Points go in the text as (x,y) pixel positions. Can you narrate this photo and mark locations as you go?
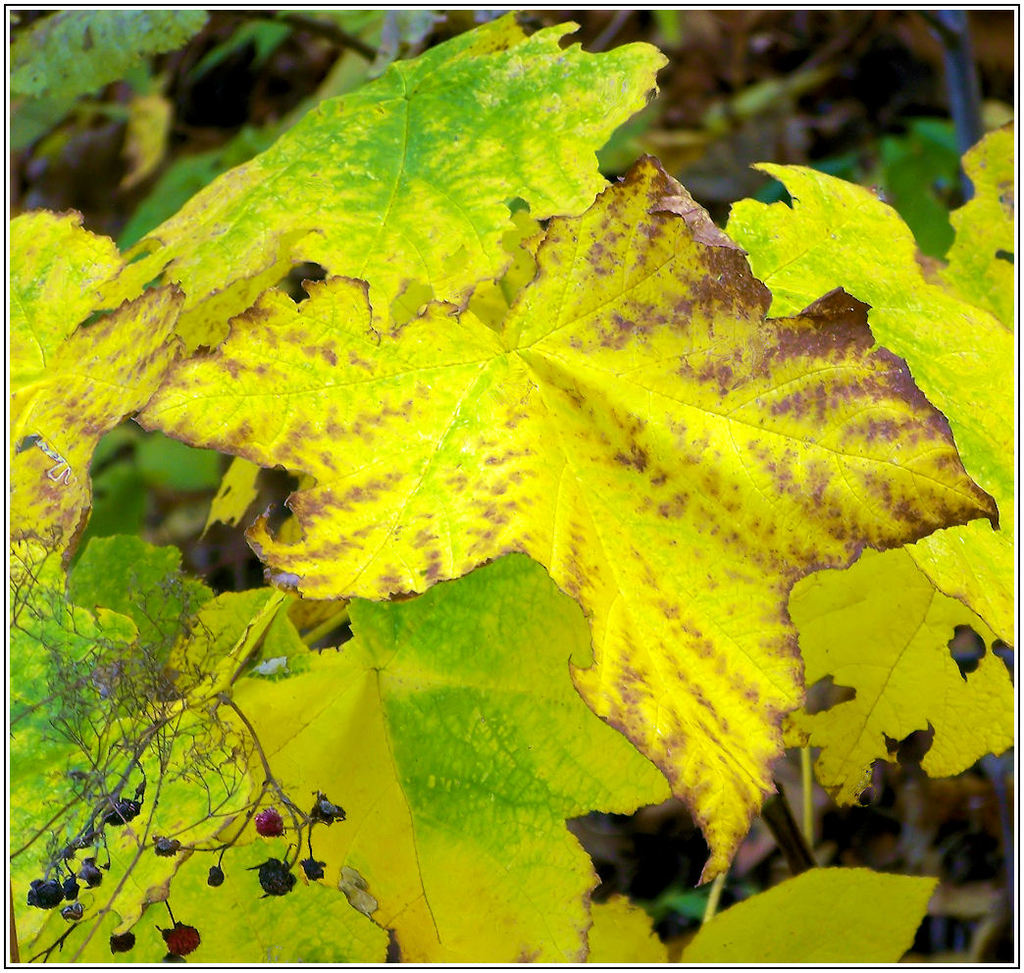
In this image we can see leaves (259,694) which are in green and yellowish color.
